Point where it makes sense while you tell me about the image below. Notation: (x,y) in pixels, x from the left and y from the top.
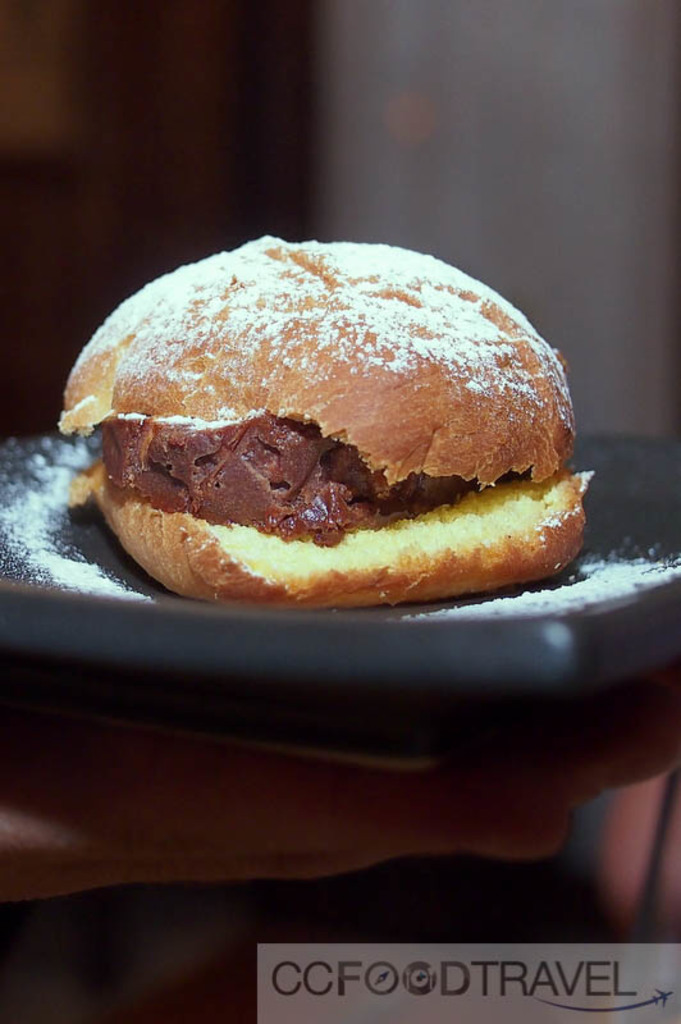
In this picture we can see a burger (307,510) present in a tray (104,615), there is some text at the right bottom (487,965), we can see a blurry background (491,36).
